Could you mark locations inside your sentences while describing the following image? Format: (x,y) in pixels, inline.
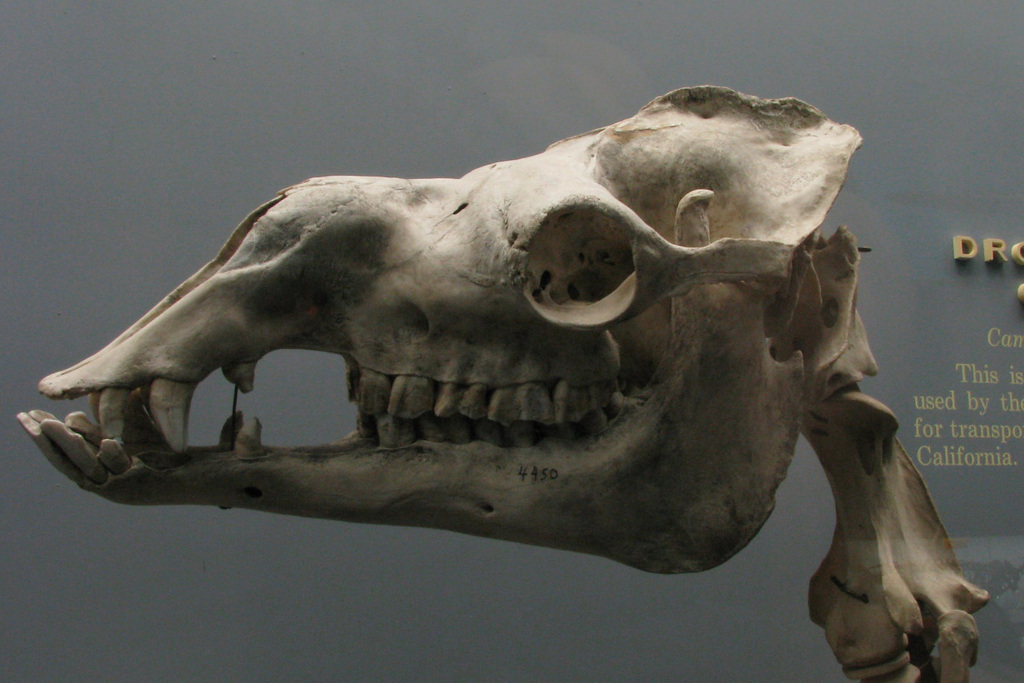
In the given picture, we can see the skull (791,265) of an animal (858,398), after that towards the right (920,422) in the middle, we can see there is something written on the wall (943,435).
